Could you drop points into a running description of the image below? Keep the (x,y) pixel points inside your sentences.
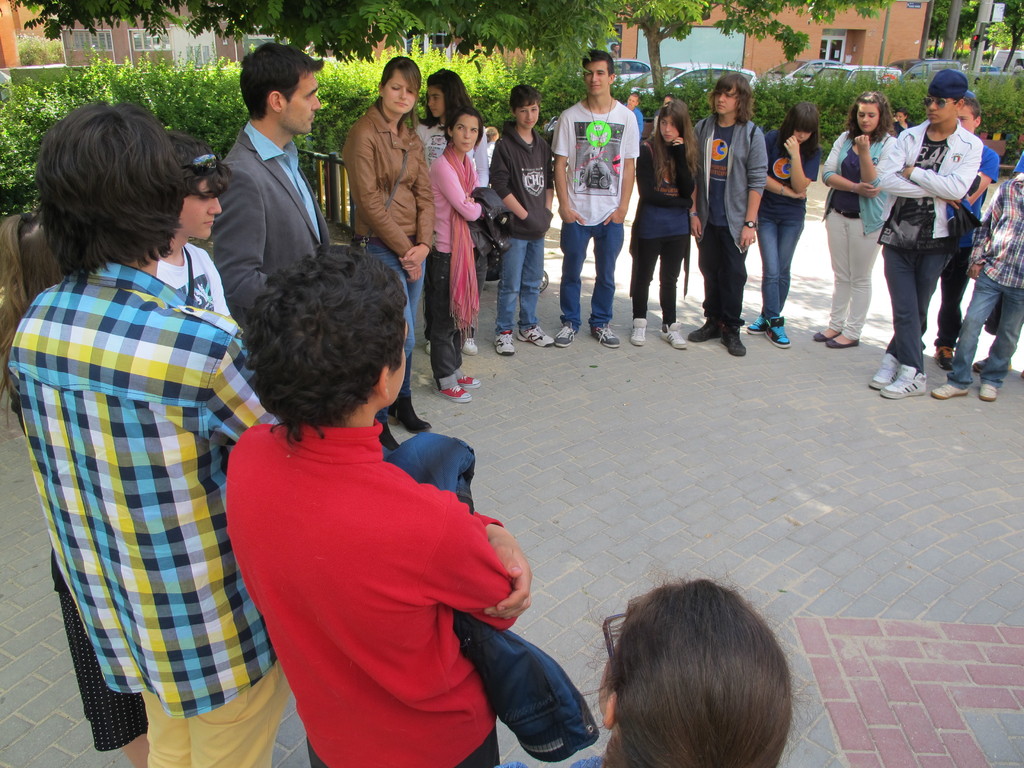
In this image we can see a group of people (729,227) standing and few people (439,705) are holding some objects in their hands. There are many trees (326,9) and plants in the image. There are few buildings (898,40) in the image. There are many vehicles (809,78) at the right side of the image (829,79). There are few poles (983,34) at the right side of the image (987,22).
